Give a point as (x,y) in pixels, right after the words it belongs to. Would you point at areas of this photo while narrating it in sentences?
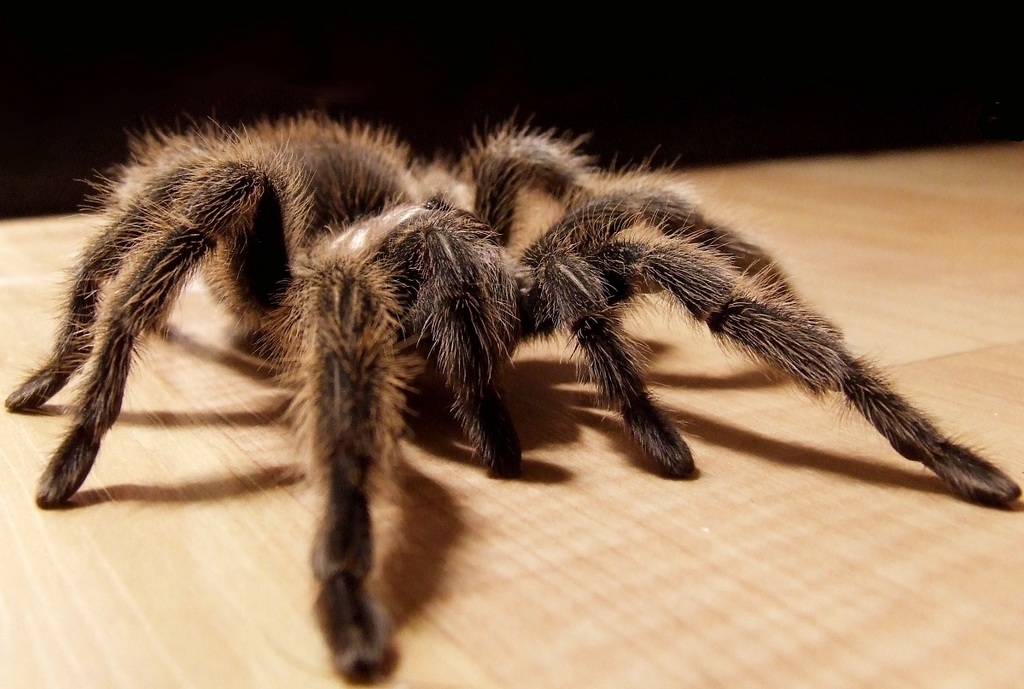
In this picture there is a spider (421,263) which is in brown and black color.
